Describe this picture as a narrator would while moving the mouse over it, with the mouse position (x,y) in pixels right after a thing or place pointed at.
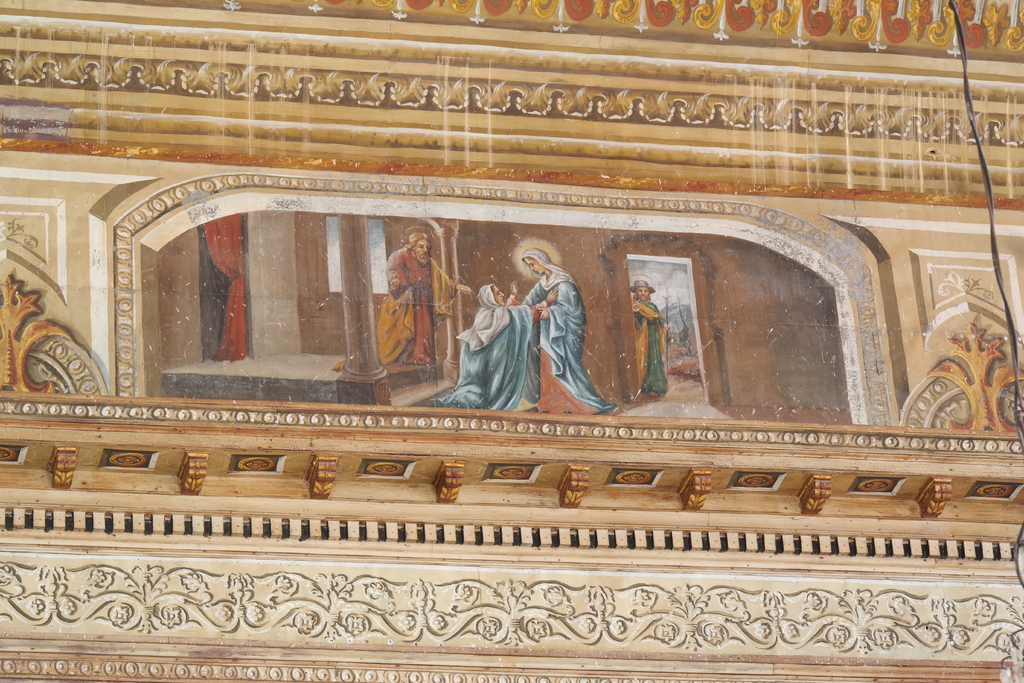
In the image we can see the poster (411,398) and wall (488,612), and design (465,625) on the wall (513,621). Here we can see cable wire (987,189).
